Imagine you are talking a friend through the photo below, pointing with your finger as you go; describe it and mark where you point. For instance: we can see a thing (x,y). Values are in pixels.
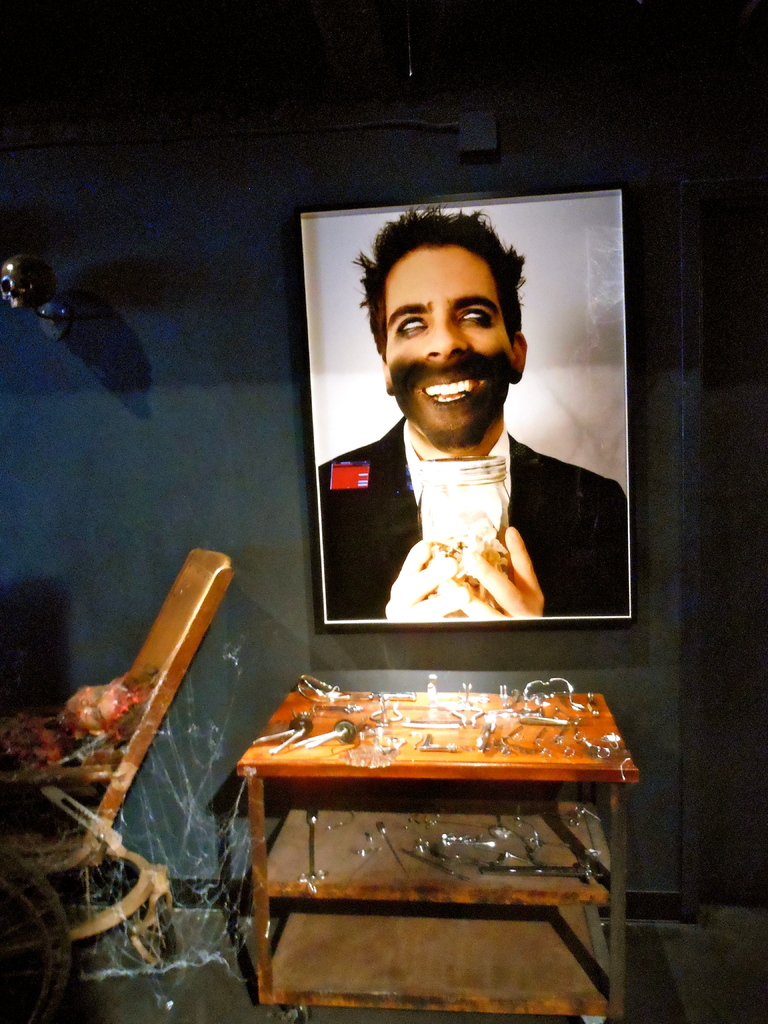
In this picture we can see a frame (508,532) on the wall (627,674). There are few objects (357,761) on the table (303,840). We can see a skull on the wall (5,400). There is a chair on the left side (6,962).
